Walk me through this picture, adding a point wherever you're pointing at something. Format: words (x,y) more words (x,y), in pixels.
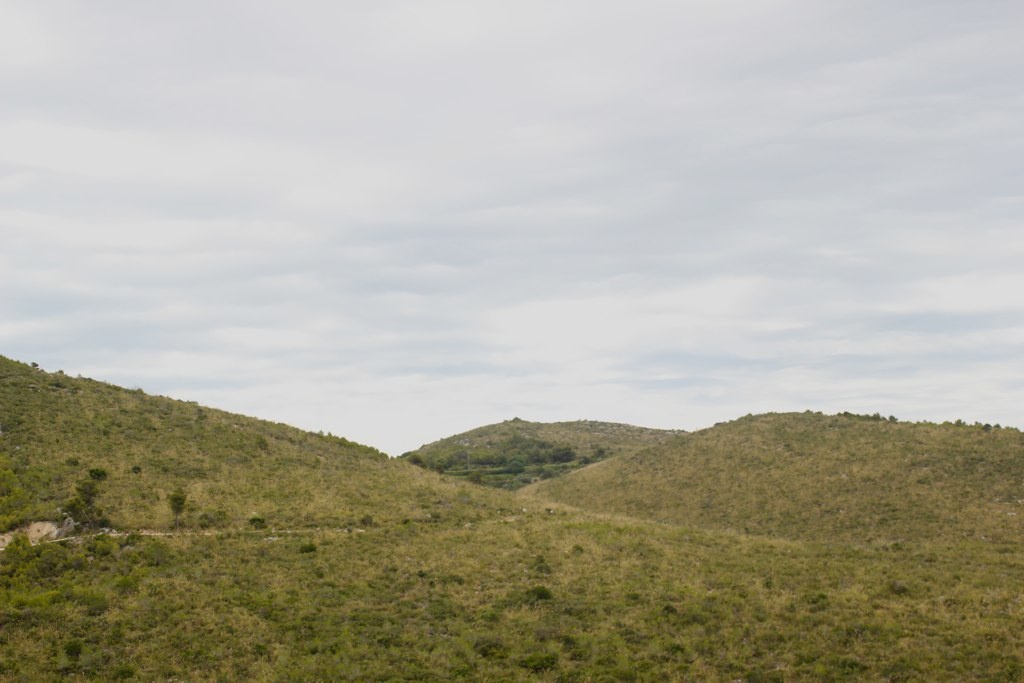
In this picture we can see some grass (236,592) on the ground (416,506). There are a few plants (419,464), trees (488,455) and some greenery (517,446) is visible in the background (564,464). Sky (405,275) is cloudy.
